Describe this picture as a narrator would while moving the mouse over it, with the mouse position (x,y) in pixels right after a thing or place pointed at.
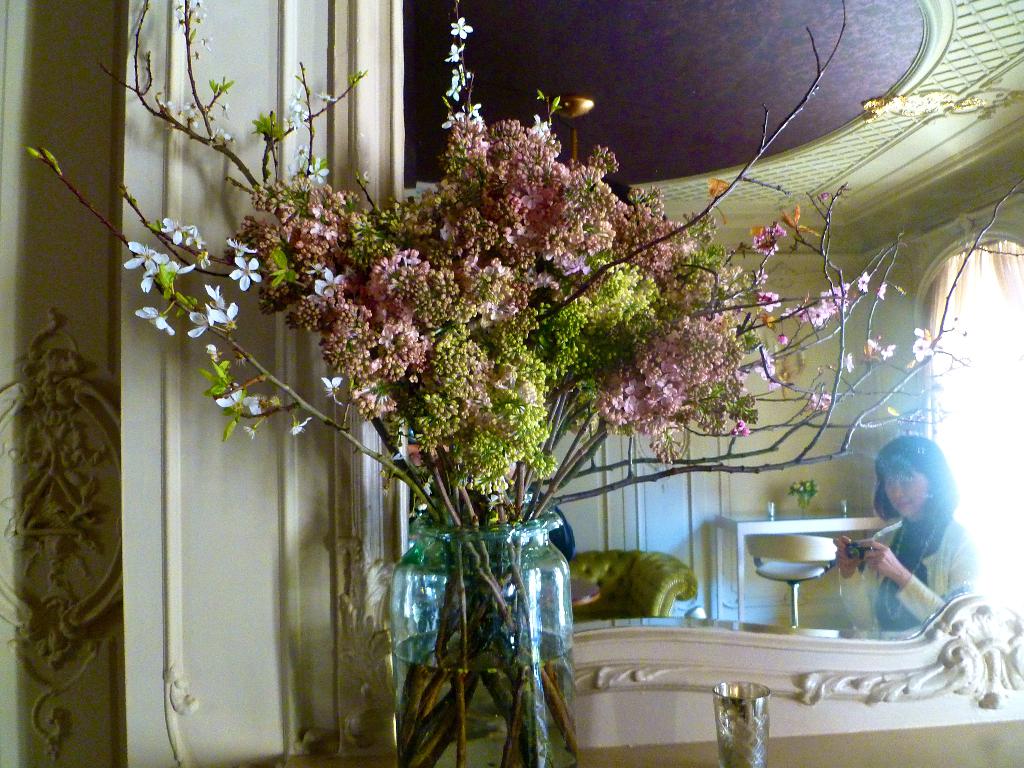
In this image we can see a woman (903,539) holding camera (859,544) in her hands (881,544), side tables (828,531) with flower vases (524,566) on them and a sofa set (643,598).
